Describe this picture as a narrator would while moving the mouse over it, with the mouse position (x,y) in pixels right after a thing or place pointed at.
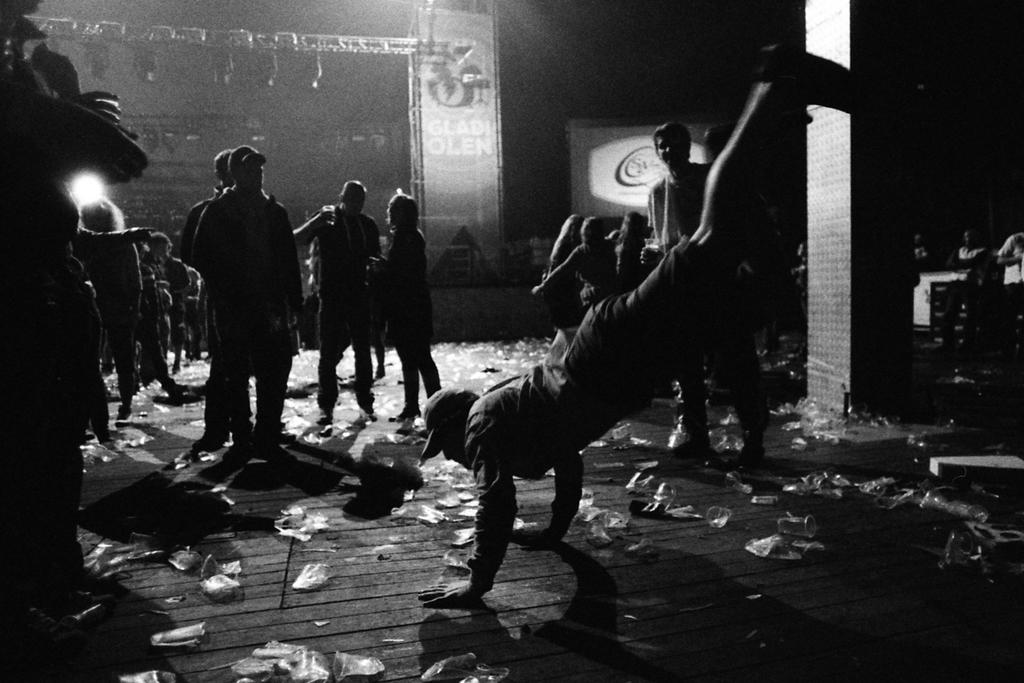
In this image in the center (569,448) there is a person (622,350) performing stunt. In the background (237,208) there are persons (214,243) standing and on the ground (266,506) there are plastics (445,383). In the background (476,153) there is a board (455,145) with some text (434,151) written on it and there are lights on the top (294,42).
